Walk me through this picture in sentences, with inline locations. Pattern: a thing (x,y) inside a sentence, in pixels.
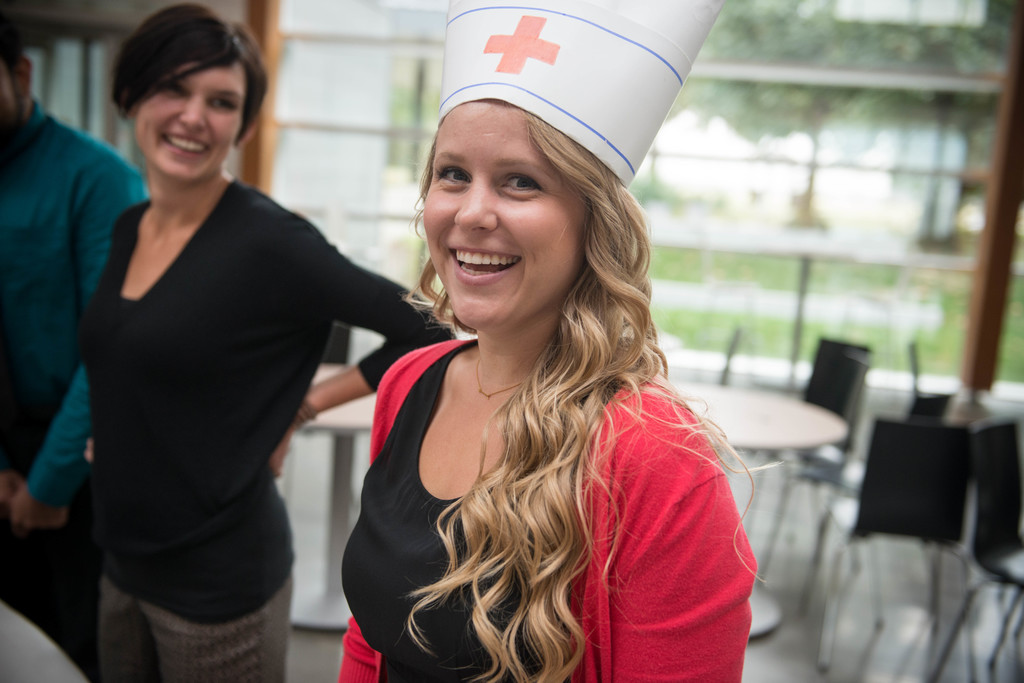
In this picture there is a girl (502,59) in the center of the image (653,380) and there are other people (72,172) on the left side of the image (205,241), there are chairs (1002,435) and tables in the background area of the image (745,450).
